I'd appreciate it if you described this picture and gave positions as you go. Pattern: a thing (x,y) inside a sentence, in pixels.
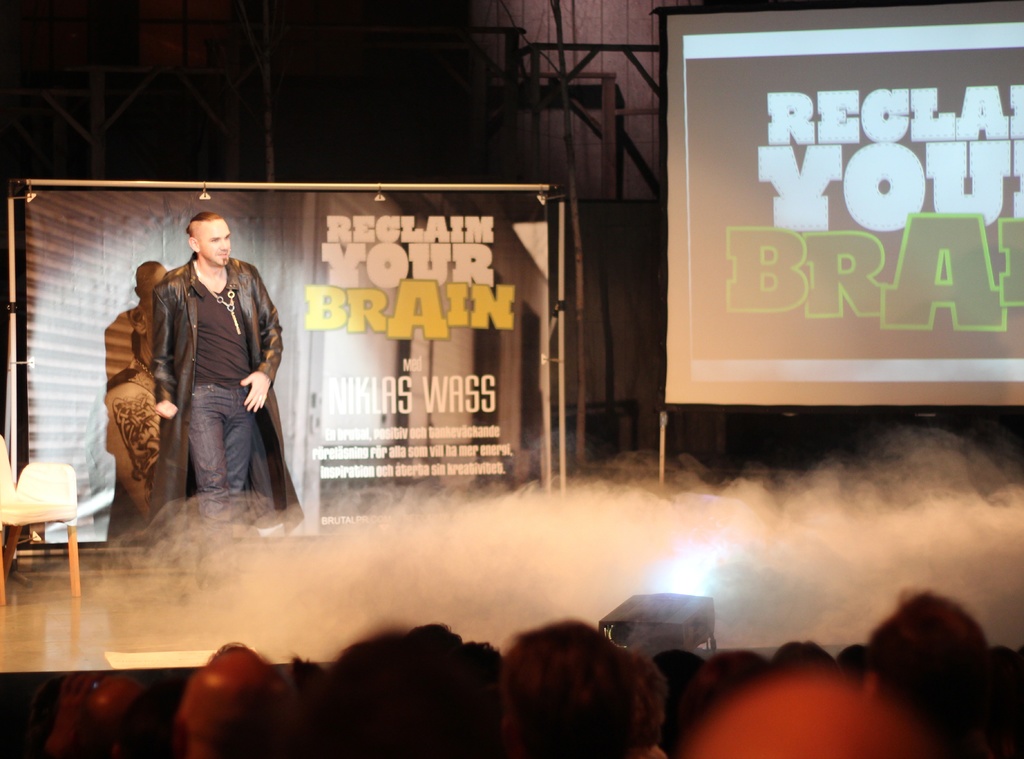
In this picture we can see a few people (296,700) from left to right. There is a loudspeaker (696,627) on the stage (9,598). We can see a chair (72,577) on the left side (69,524). There is a person (223,398). We can see some text (987,115) on the banner (396,271), projector (712,364) and a few objects (9,389) are visible in the background (833,64).
